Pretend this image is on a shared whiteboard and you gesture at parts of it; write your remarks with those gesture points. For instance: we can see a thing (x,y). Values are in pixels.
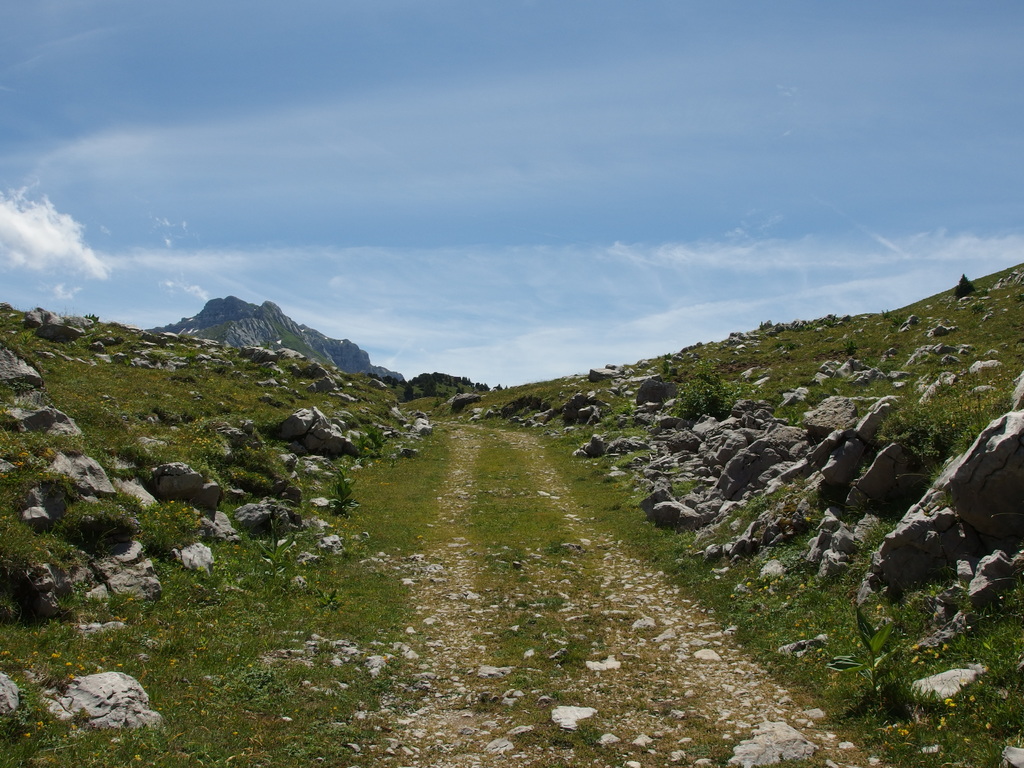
In this image there is a way (494,591) in the middle (501,483). In the background (273,330) there are hills (289,329). There are stones (173,485) on either side of the way (475,646). At the top (622,91) there is the sky (612,99). At the bottom (220,658) there is grass (183,722).
